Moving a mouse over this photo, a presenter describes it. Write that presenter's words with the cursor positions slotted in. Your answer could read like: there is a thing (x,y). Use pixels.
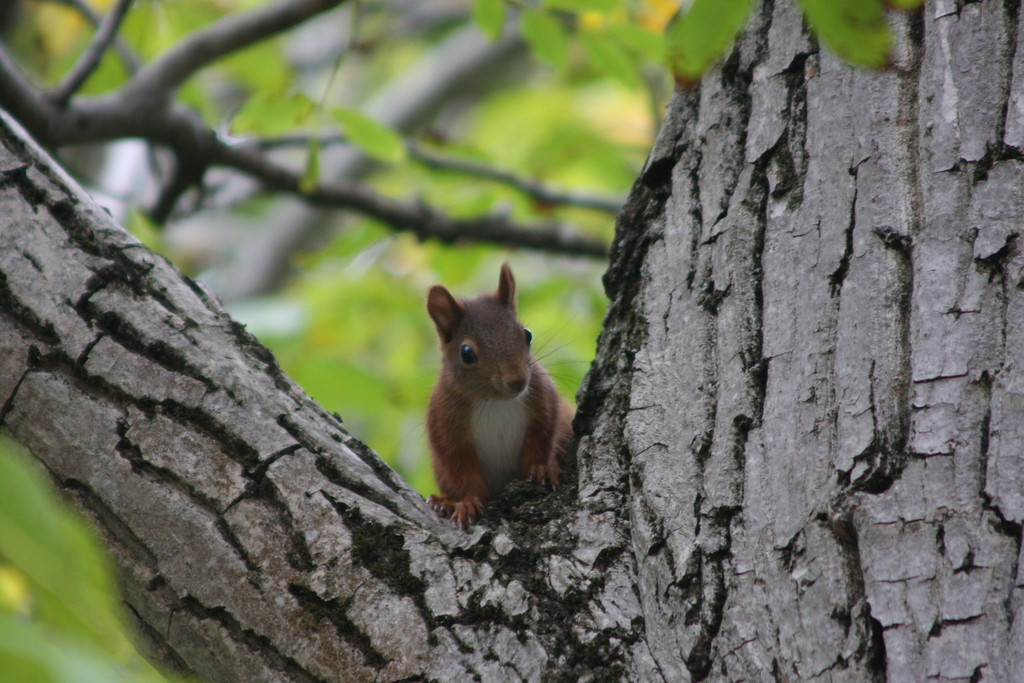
This picture contains squirrel (523,474). This squirrel (434,402) is on the tree (794,440). There are trees (459,201) in the background (348,281). It is blurred in the background (349,180).
